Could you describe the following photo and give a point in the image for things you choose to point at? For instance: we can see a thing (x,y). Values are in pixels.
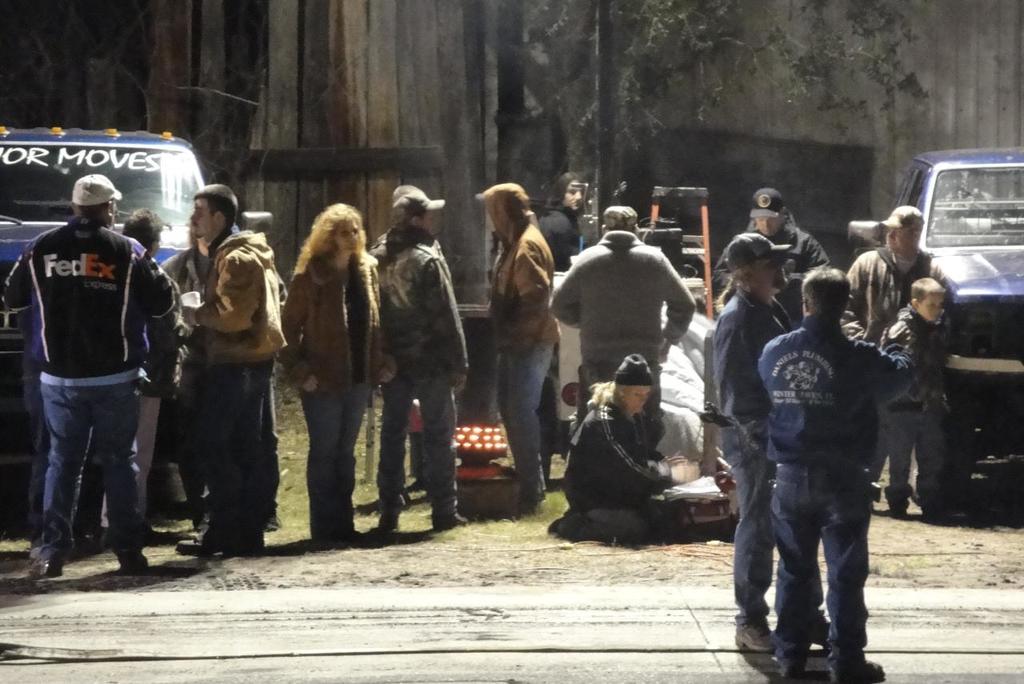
On the left (154,199) there is a blue car (138,189) which is parked near to the road (133,608), beside the car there are four men (140,409) were standing. Beside that group (189,423) I can see the woman (353,346) who is wearing brown jacket (373,336), black t-shirt (349,315), jeans (320,452) and shoe (333,537). Beside her I can see the man (414,207) who is wearing cap (409,195), jacket (416,324), jeans (396,466) and shoes (391,521). Next to him I can see another man (541,292) who is wearing hoodie (538,248) and shoes (536,496). He is standing near to the table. Next to him there is a woman (642,405) who is wearing black hoodie (604,448) and jeans (599,517). She is sitting on the floor (634,569). Besides her I can see the wooden pad (711,486). Beside her there is a man (649,296) who is standing near to the white objects (678,371). On the right (934,276) there is a man (904,299) who is standing near to the blue car (968,284). In front of him there is a boy (931,357) who is wearing jacket (913,327) and trouser (920,486). Beside him there is another man (798,265) who is wearing cap (773,210) and jacket (807,256). In the bottom right (781,458) there are two persons (748,417) were standing on the road (687,655). In the back (831,173) I can see the wooden wall (375,123) and building (864,85). At the top (676,96) I can see the plant (697,2) or tree (874,28). Beside that there is a door (732,157).
